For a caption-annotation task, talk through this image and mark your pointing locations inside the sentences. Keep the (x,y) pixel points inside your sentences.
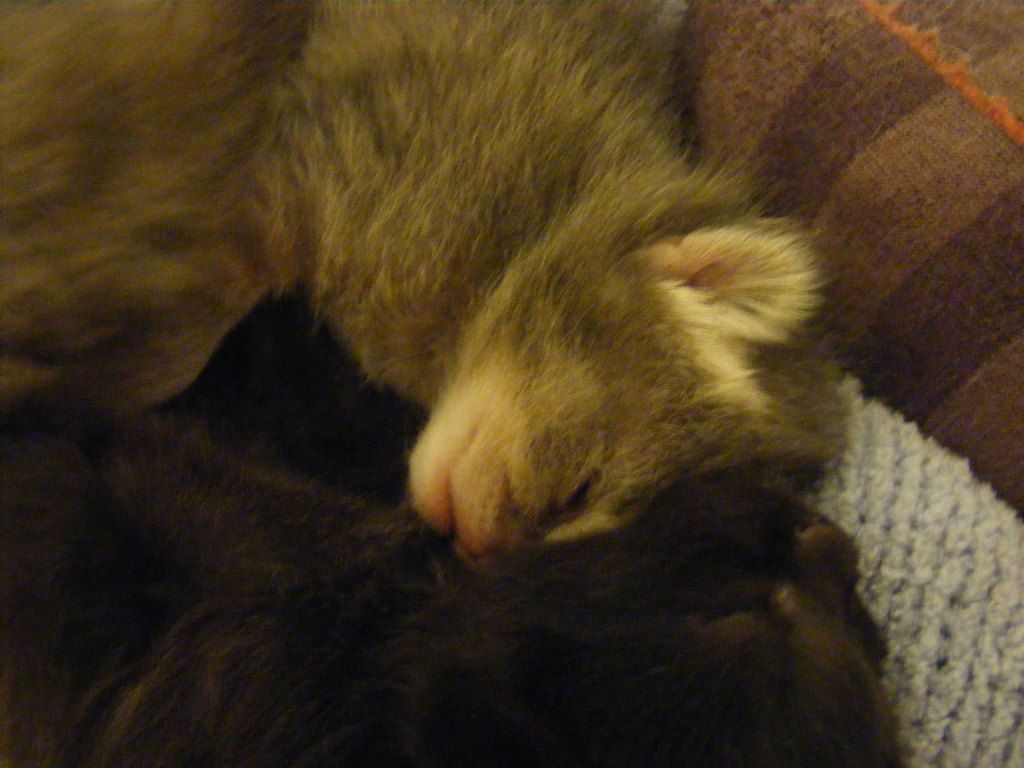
In this picture, we see a domestic animal (420,132) is sleeping on the sofa (965,447). Beside that, we see a white color woolen cloth (906,630). At the bottom of the picture (634,578), it is black in color.
